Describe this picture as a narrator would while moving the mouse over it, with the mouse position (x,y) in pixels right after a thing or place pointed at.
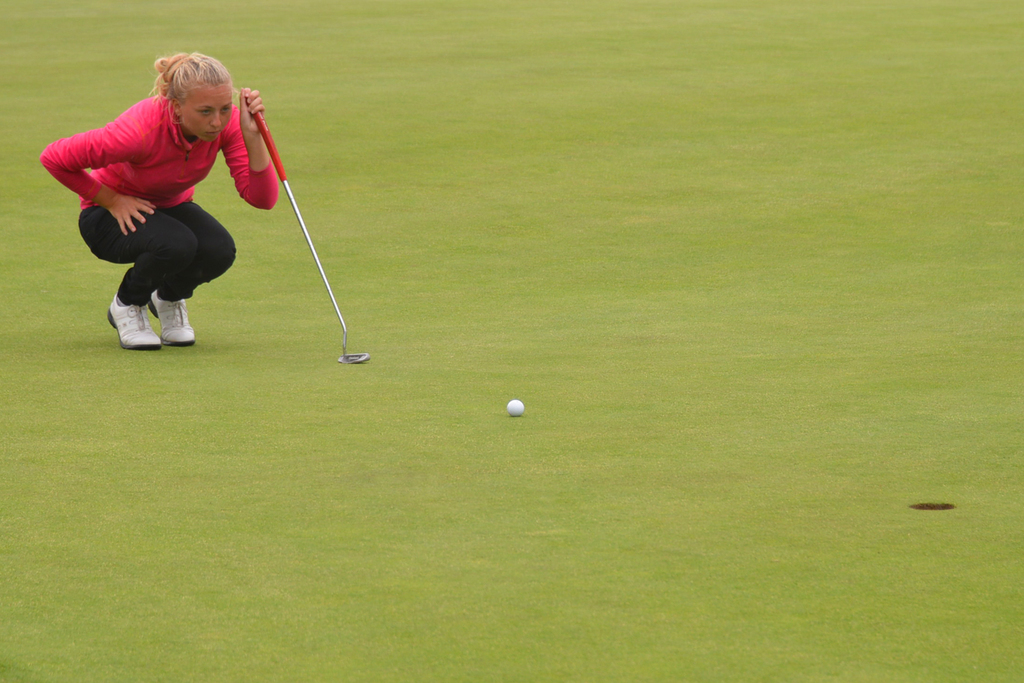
In the picture we can see a woman (200,256) standing on the grass surface (402,316) and she is bending and she is in pink T-shirt (70,176), black trouser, and white shoes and she is holding a golf club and near to her we can see a ball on the surface (784,430) and near to it we can see a hole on the surface (766,435).
